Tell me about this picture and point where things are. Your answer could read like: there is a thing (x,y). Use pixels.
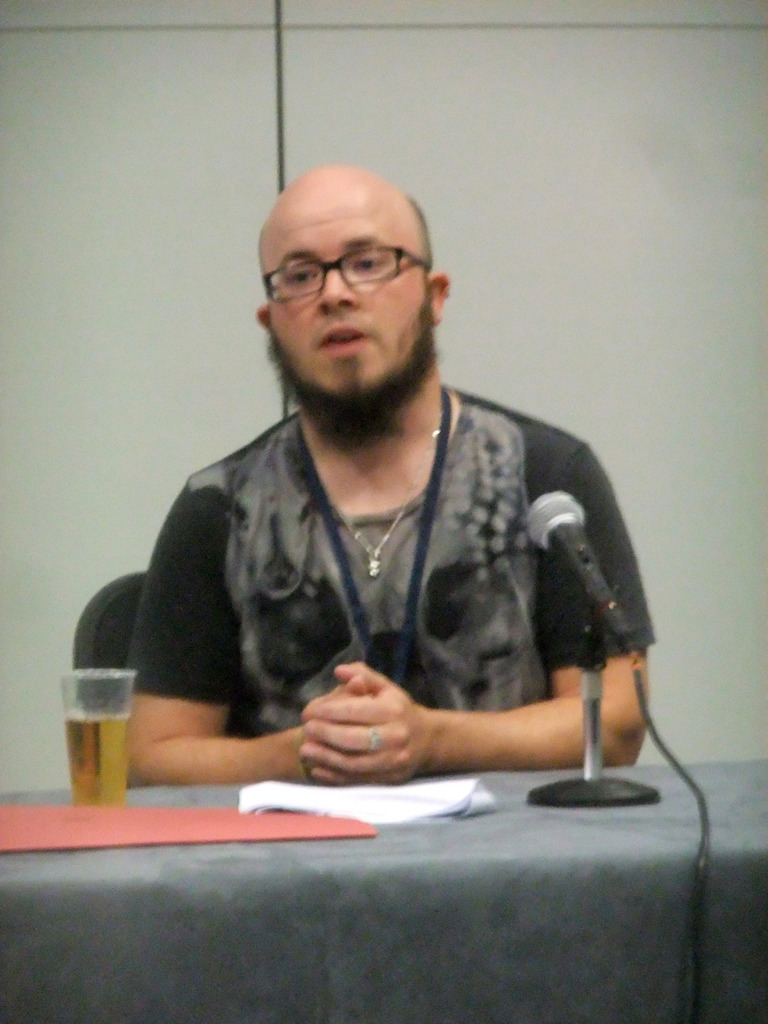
There is a man (288,645) sitting on the chair (128,632) wearing a black shirt (478,603) and some kind of identity card (428,490) on his neck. He is wearing spectacles (392,257). This is a table (491,834) some paper (405,815) is placed and I can see a tumbler (103,726) with some liquid (102,721) inside it. This is a mike (568,538) with a mike stand (591,785). This is a red colored paper (170,822) which is placed on the table (364,857). I Can see a white colored wall (654,341) at the background (671,423).
